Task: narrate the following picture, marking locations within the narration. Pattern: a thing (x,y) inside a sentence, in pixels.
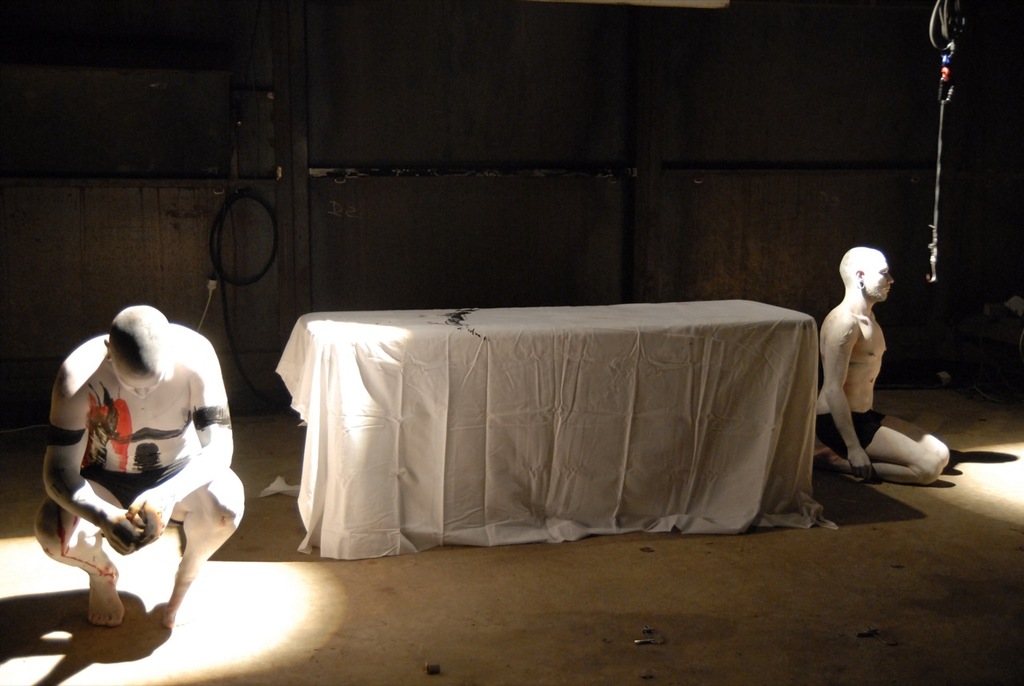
In this picture there are two men (843,398) who kneeled, They are painted white color on their whole body (858,345) with black lines (136,450). It's a dark room (136,86) with light (140,308) spotting only on them. There a rope (939,196) hanging from top in front of guy (909,456) who is on right side (833,341) corner and there is table (548,451) in middle (477,441) with white cloth (533,389) on it.
